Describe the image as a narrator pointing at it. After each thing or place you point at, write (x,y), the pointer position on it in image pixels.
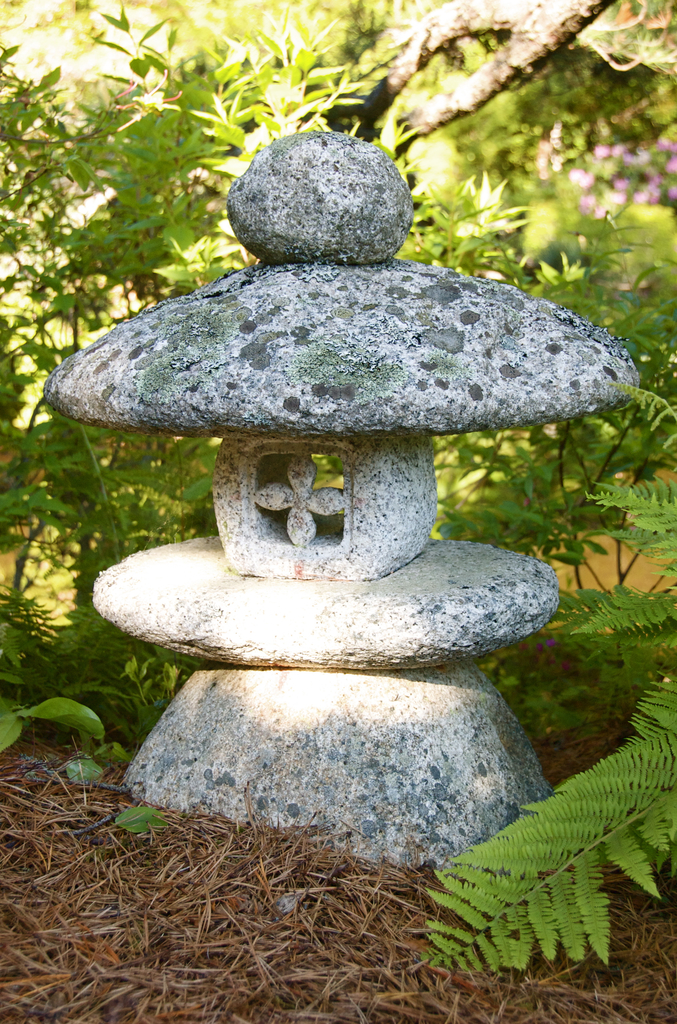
In this image we can see a few stones (419,413) which are in different sizes. These stones (523,298) are placed one on another. There are many plants (570,161) and a tree (473,72). There are many flowers (663,147) to a plant (594,153) at the right side of the image (617,149). There is a dry grass (335,933) at the bottom of the image (328,939).
